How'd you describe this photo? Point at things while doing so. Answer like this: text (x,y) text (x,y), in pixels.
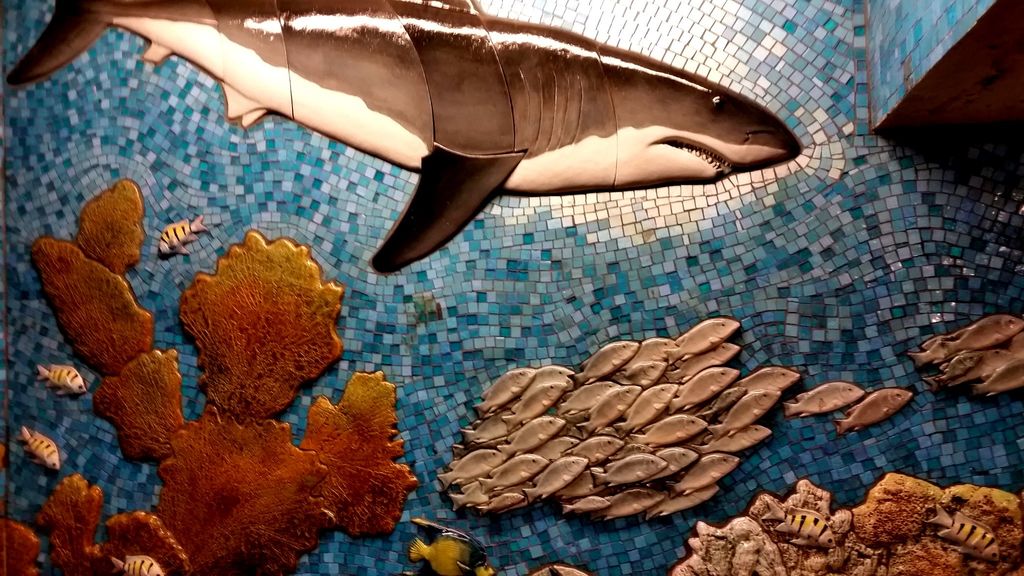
Here we can see painting (593,299) of an aquarium (529,240), In this picture we can see a shark (484,83), some fishes (619,395) and under water plants (357,384).
